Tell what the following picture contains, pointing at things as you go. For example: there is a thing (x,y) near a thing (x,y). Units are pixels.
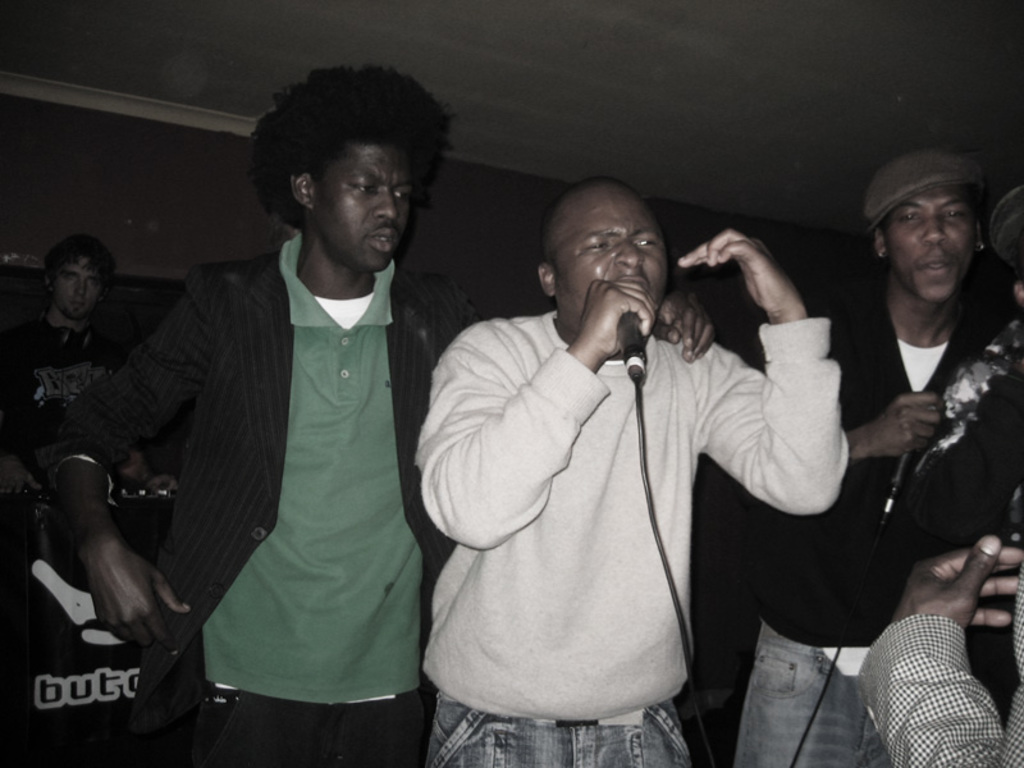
As we can see in the image, there are four people (150,373). the man (911,448) who is standing on the right (886,415) is holding mike (908,451) in his hand (907,443) and the man (571,410) in the middle (580,298) is wearing white color dress (570,478) and holding a mike (637,338) and he is singing and the man (294,520) on left side (334,549) is wearing green color shirt (342,499).
